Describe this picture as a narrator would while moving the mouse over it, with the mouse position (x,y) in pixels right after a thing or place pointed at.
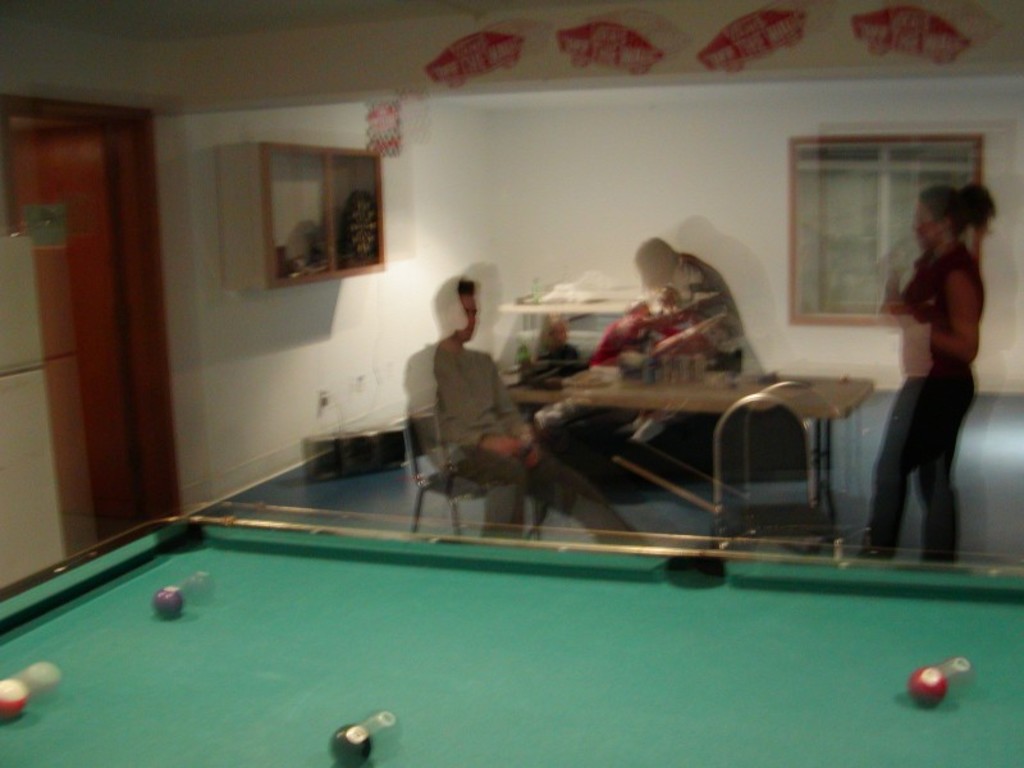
As we can see in the image there is a door (80,244), white color wall (240,411), window (815,233), table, chairs (466,467) and a board (489,618).
